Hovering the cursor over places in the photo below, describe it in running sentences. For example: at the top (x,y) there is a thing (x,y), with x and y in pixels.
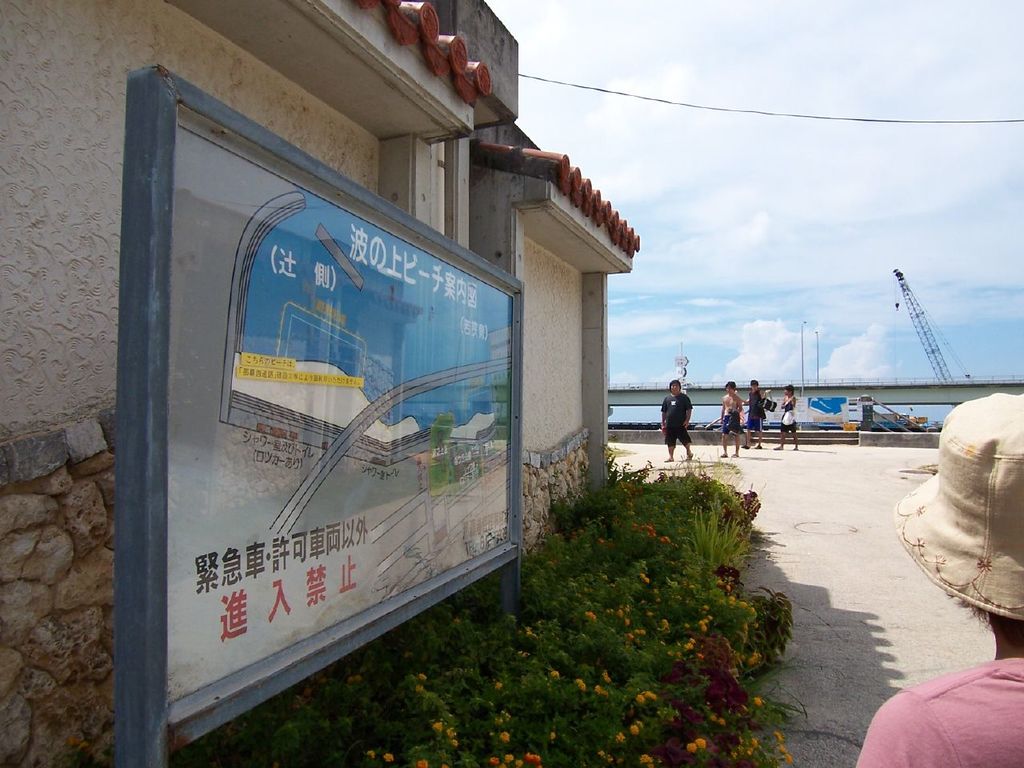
In the background (880,190) we can see the sky (1001,351), bridge (961,382), crane (945,339) and few objects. In this picture we can see the people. On the left side of the picture (176,510) we can see the walls (567,420), board (385,449) with some information (400,389) and we can see the plants (722,606). In the bottom right corner of the picture (981,565) we can see the partial part of a person (1018,645) wearing a hat (955,595).
